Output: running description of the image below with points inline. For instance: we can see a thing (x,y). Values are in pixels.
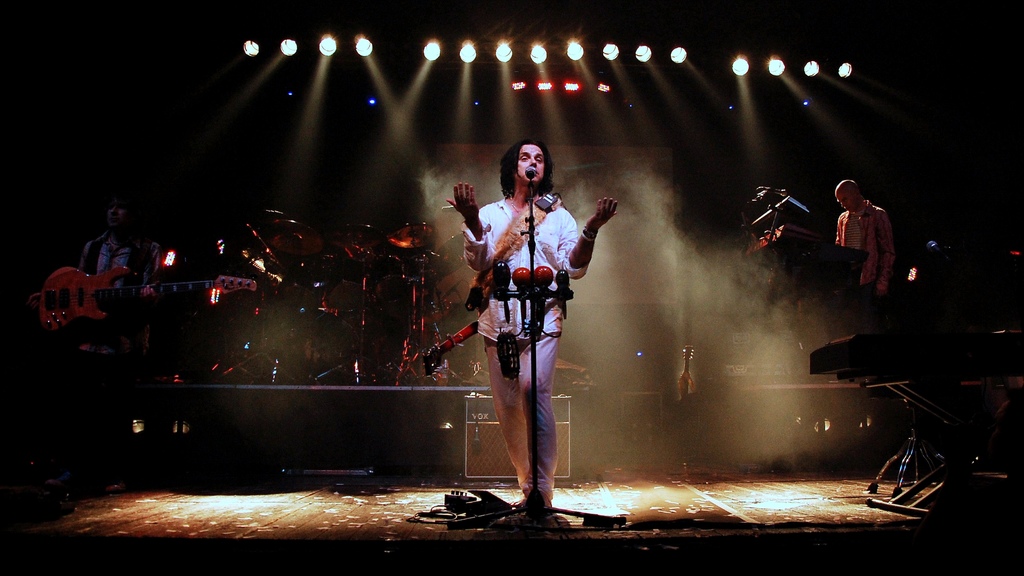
There is a man (505,387) standing on the floor (523,523). Holding an instrument (449,342), musical instrument (464,337) across his shoulders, in front of a microphone (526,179). In the background (365,301) there are some drums (309,282) and one guy (100,259) is playing the guitar (94,303) and the other is playing a piano (853,258). There are some lights (779,64) here.
